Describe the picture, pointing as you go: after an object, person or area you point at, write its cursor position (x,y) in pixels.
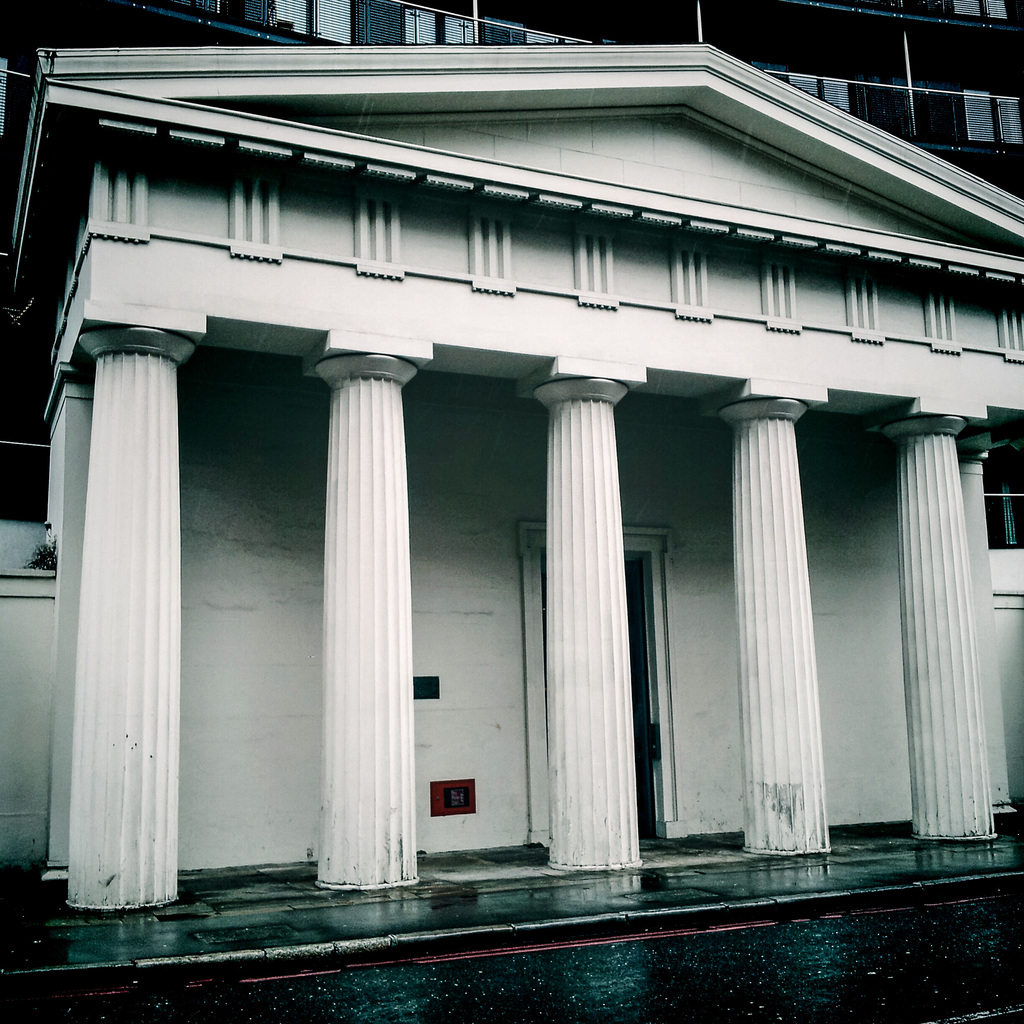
In this picture we can see the road (579,1017), pillars (549,513), wall (829,743) and in the background (544,1) we can see a building (491,8) with windows (976,101).
